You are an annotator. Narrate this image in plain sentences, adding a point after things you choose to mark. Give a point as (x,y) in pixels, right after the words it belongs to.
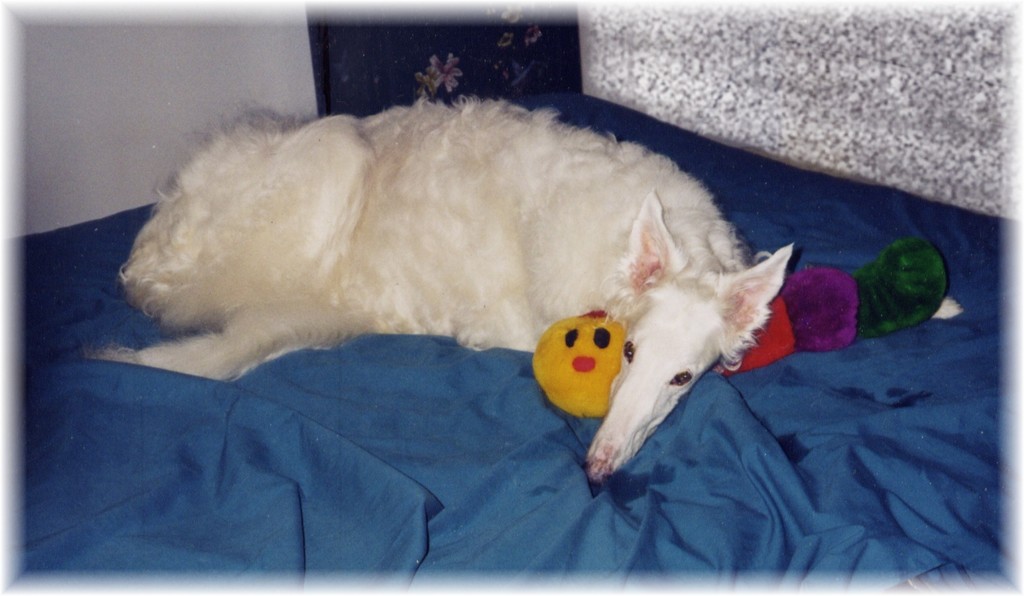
We can see dog (726,253) and toy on blue cloth (449,440). Background (768,97) we can see wall (230,46).
